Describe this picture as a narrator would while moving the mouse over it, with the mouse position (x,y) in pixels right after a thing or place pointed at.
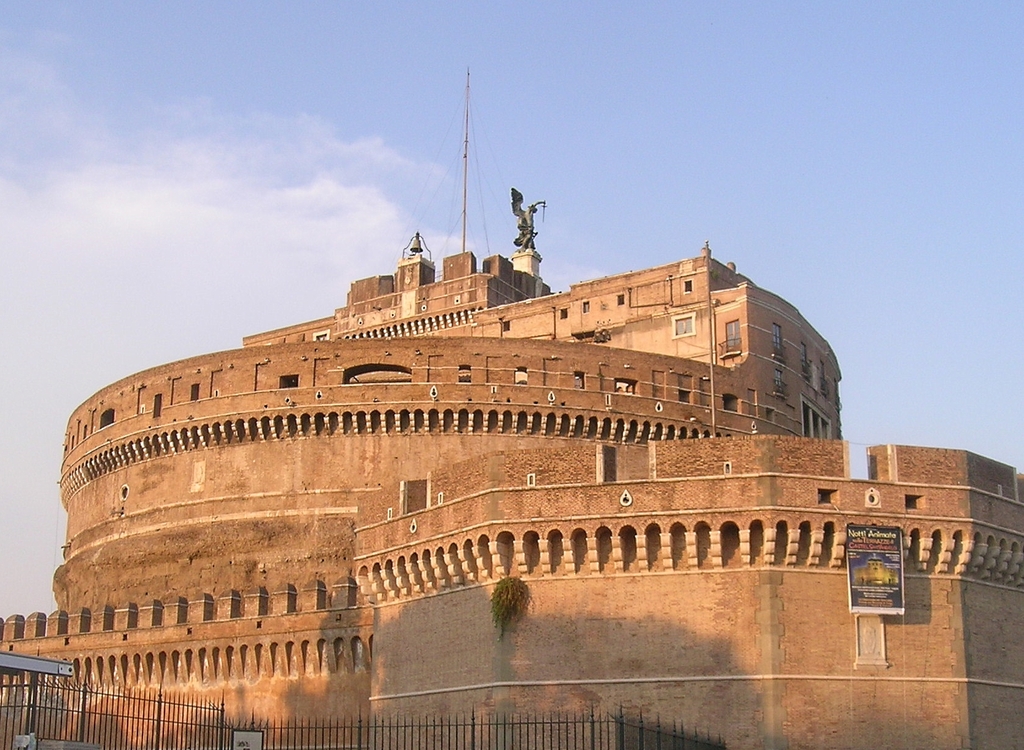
At the bottom of the image (130,725) we can see few metal rods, on the right side of the image (873,532) we can see a hoarding (855,546), in the background (682,486) we can find a building (464,406) and clouds (353,206).
